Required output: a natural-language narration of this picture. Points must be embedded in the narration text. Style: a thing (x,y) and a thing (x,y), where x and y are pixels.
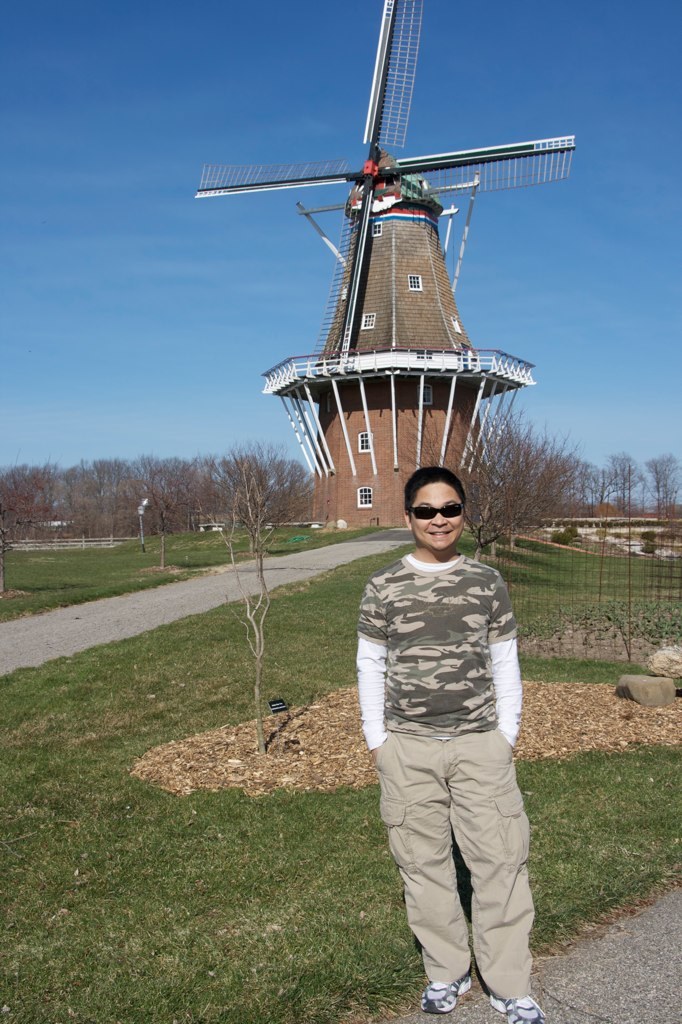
In this image there is a man (450,871) standing, in the background (316,601) there is grassland (193,648) and a path (293,558) trees (531,475) and a windmill (353,347), behind that there is the sky (472,79).
